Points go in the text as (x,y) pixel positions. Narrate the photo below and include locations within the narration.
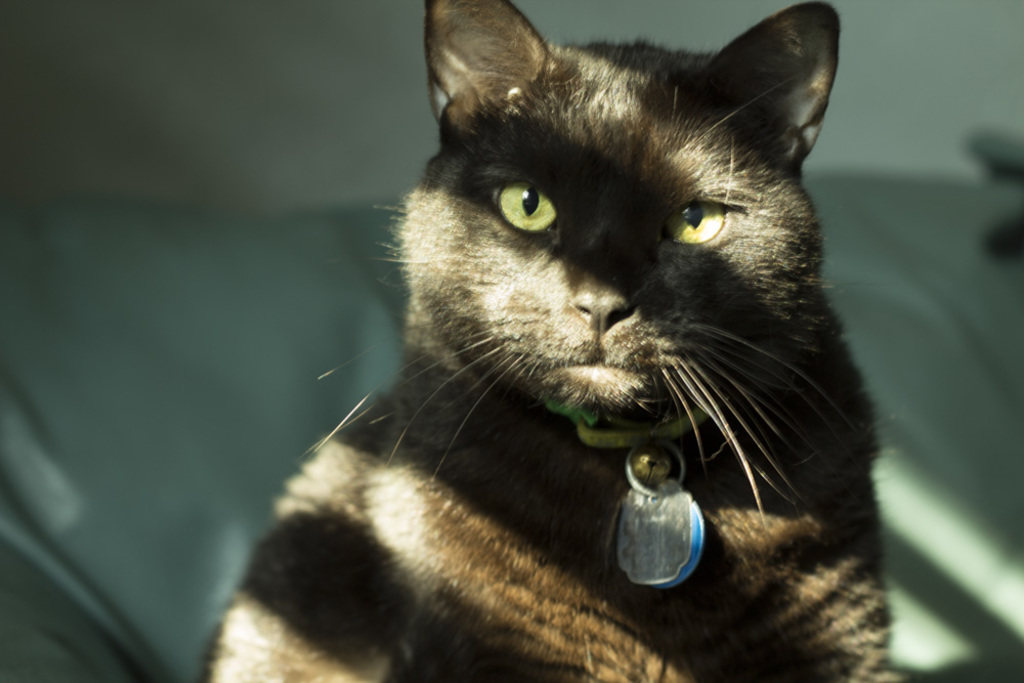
In this picture there is a cat (622,232) sitting on the sofa (290,351). At the back (309,72) there is a wall (304,69).
